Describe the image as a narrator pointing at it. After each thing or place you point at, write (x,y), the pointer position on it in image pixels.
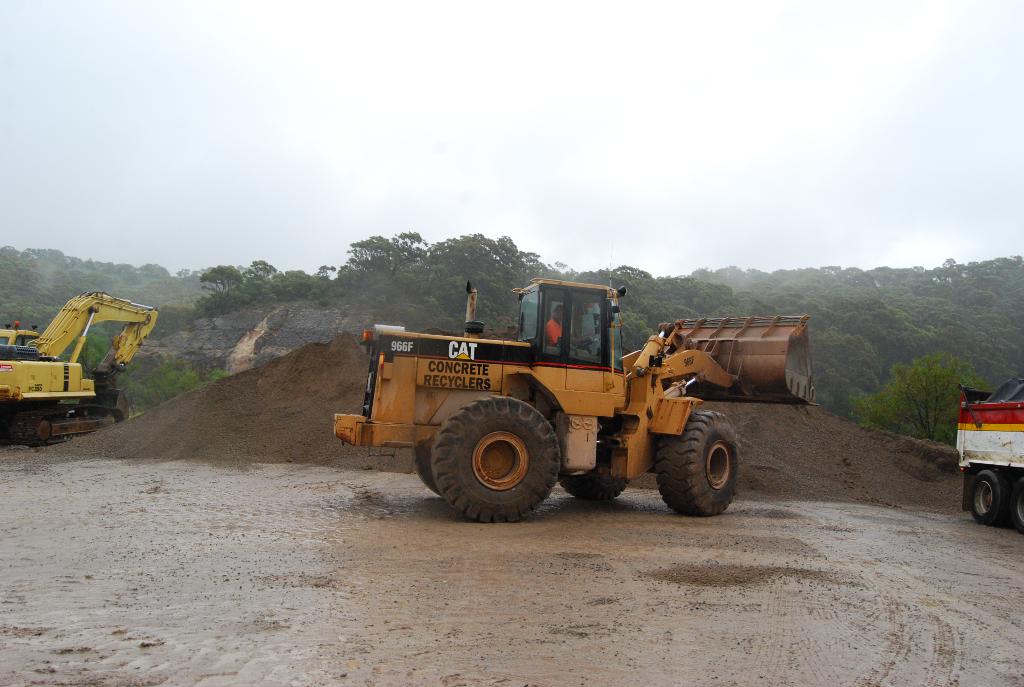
In this image we can see two bulldozers (47,346) and a truck (990,468) here. Here we can see the muddy water (552,577), sand (279,457), trees (104,325) and the sky (249,198) in the background (518,230).
